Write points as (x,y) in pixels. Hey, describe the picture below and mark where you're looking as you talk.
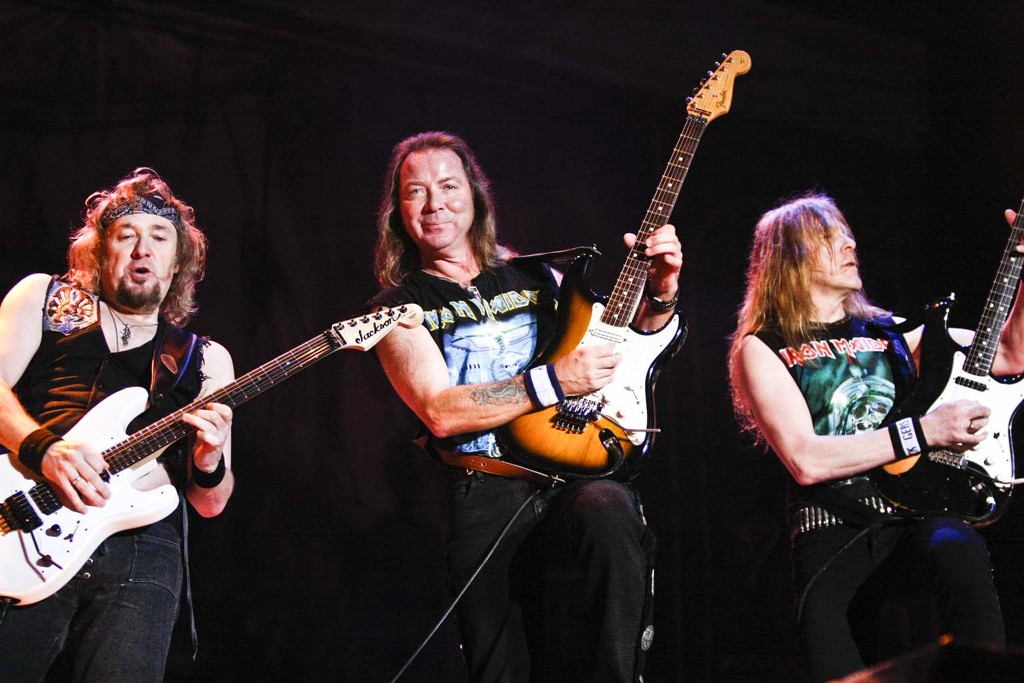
In this image there are three persons (871,308) standing on the stage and holding a guitars (600,391) in their hands (968,407). Each of them are wearing black t shirts (65,385).
